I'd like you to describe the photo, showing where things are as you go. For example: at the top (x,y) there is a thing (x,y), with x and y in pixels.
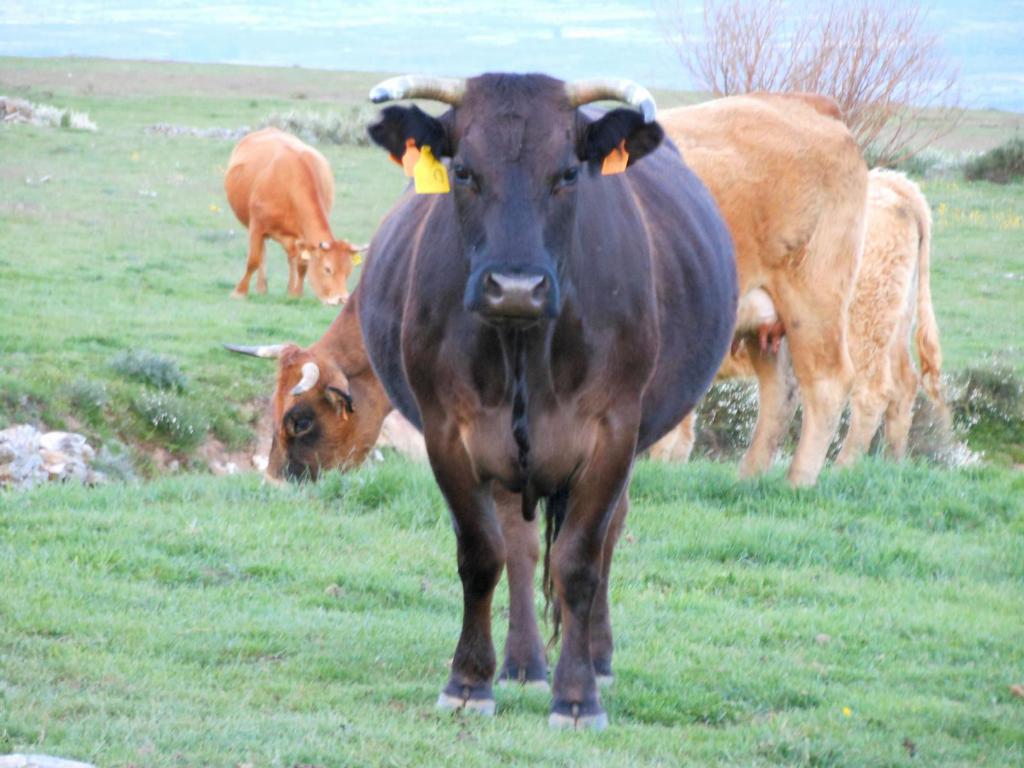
There is a black cow (461,332) on the grasses (632,650). In the back (758,260) there are cows (327,274) grazing on the grasses (397,496). In the background (410,47) there is sky (821,23) and tree (816,62).
